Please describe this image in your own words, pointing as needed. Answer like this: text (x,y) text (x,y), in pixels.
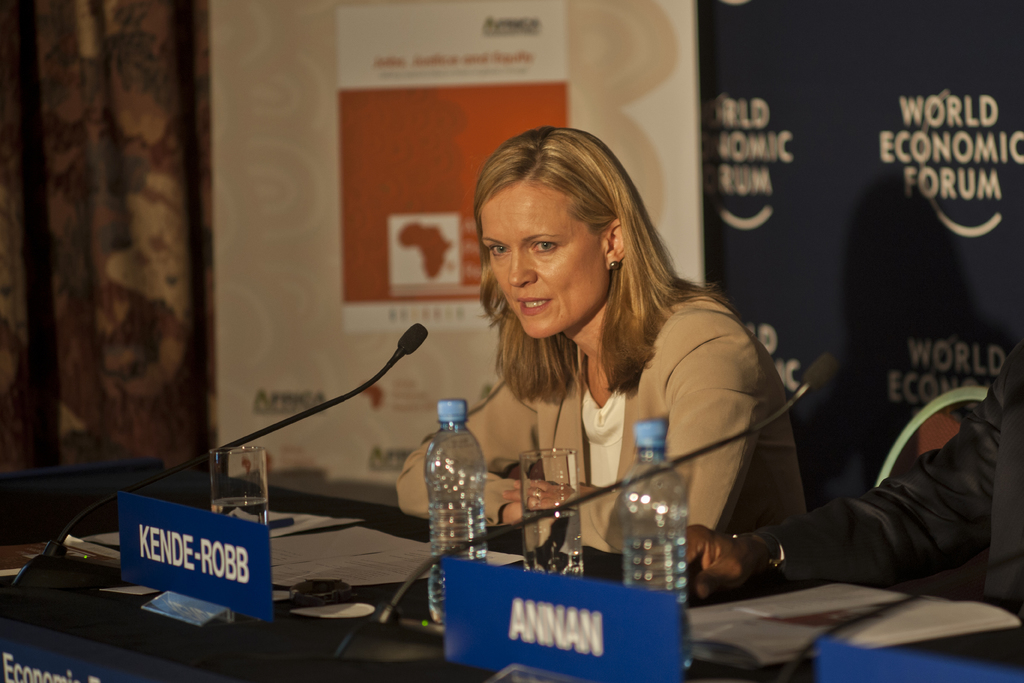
In the image there is a blond haired woman (558,316) sitting in front of table (158,498) with mic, water glass (244,469), water bottles (461,515) on it and beside her there is another person (789,554) sitting and in the back (848,108) there is wall (885,53) with poster (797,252) on it.
